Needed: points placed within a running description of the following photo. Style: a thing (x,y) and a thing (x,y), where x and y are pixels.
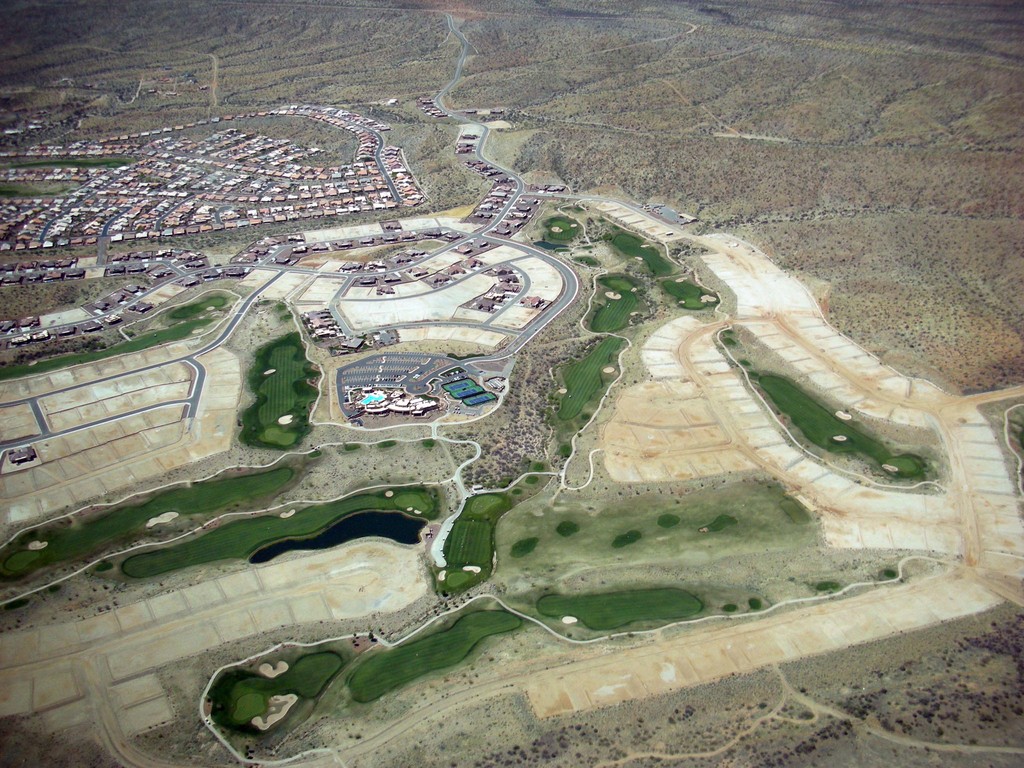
In this image I can see an aerial view and I can see few buildings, roads (508,359) and water (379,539).
